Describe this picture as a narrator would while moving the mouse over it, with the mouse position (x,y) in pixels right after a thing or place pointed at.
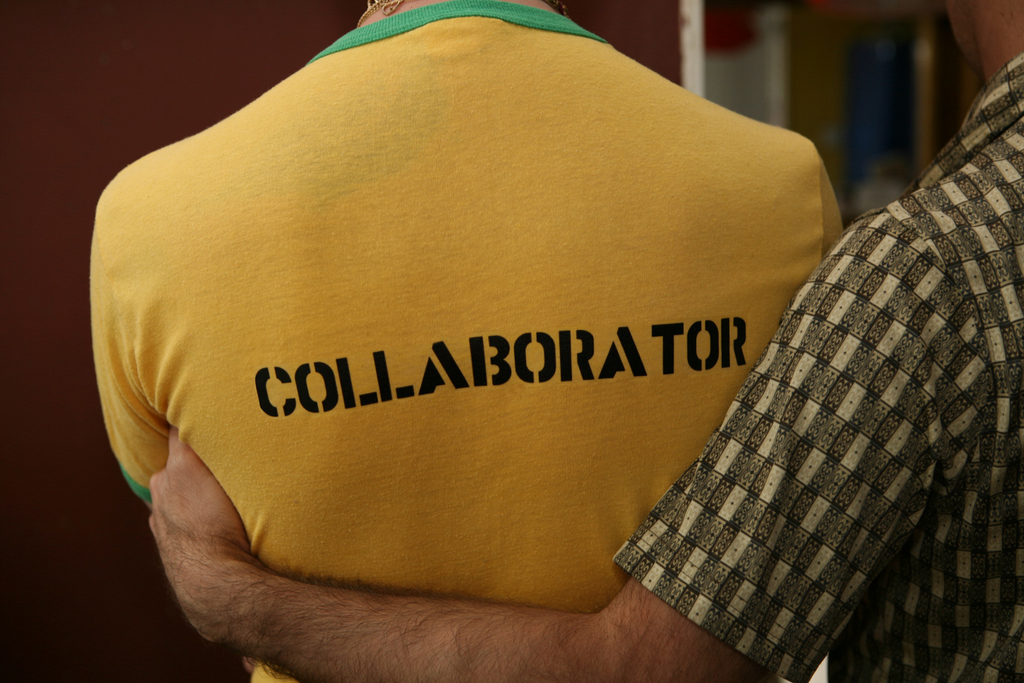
On the right side (976,226), there is a person (958,389) in a shirt (963,406), holding a person (127,229) who is in yellow color t-shirt (654,162), on which there is a black color text (263,381). And the background (154,45) is blurred.
